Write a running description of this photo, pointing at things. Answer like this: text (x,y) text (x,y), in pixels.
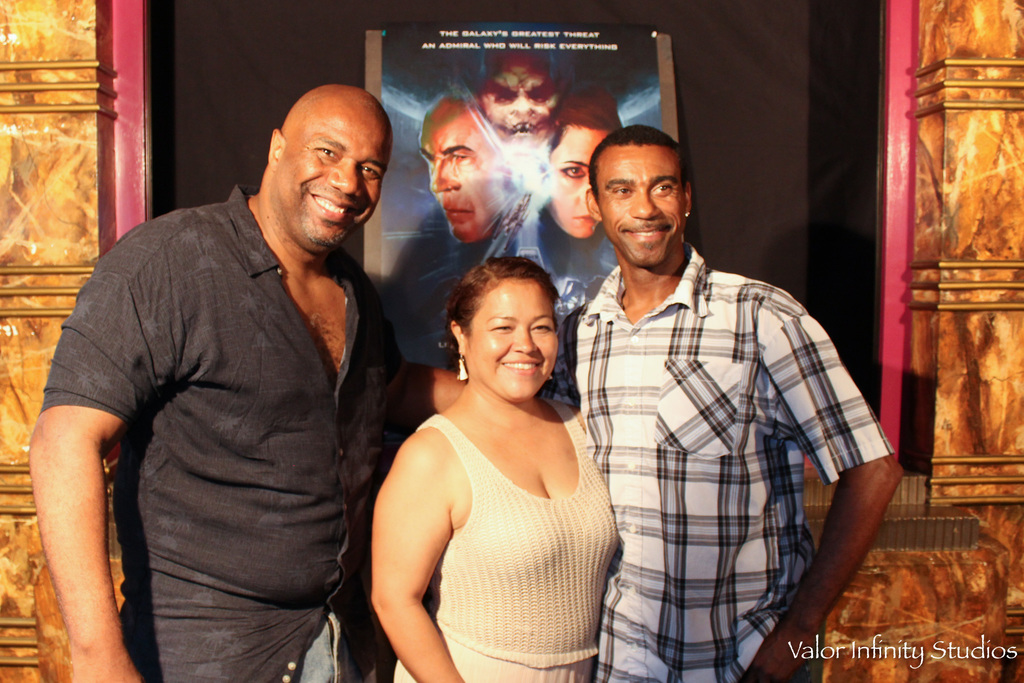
In this image there are three persons (512,370) standing. They are smiling. In the back (504,130) there is a poster (569,127) and a wall (708,101). In the right bottom corner (921,647) something is written.
